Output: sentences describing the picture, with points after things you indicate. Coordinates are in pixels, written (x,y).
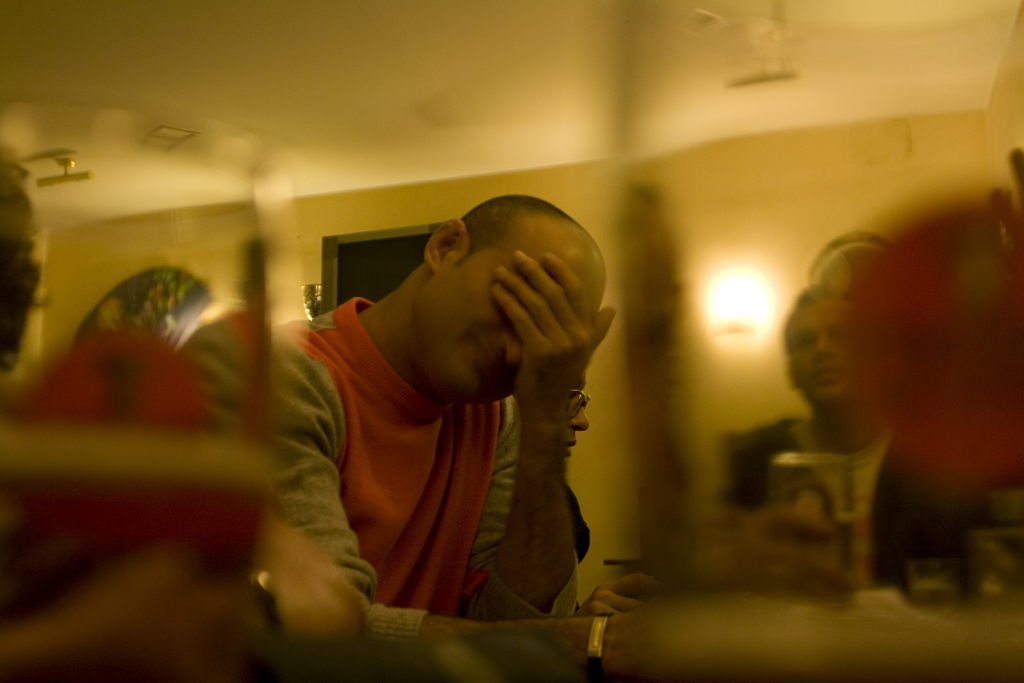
In this picture there is a man (517,429) who is wearing t-shirt (452,551) and watch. On the right (942,502) there is another man (883,490) who is wearing jacket (894,458) and t-shirt (874,457). He is holding a glass mug (823,512). At the top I can see some cameras (782,70). In the back (353,281) I can see the door (388,265) and lights (733,293).
